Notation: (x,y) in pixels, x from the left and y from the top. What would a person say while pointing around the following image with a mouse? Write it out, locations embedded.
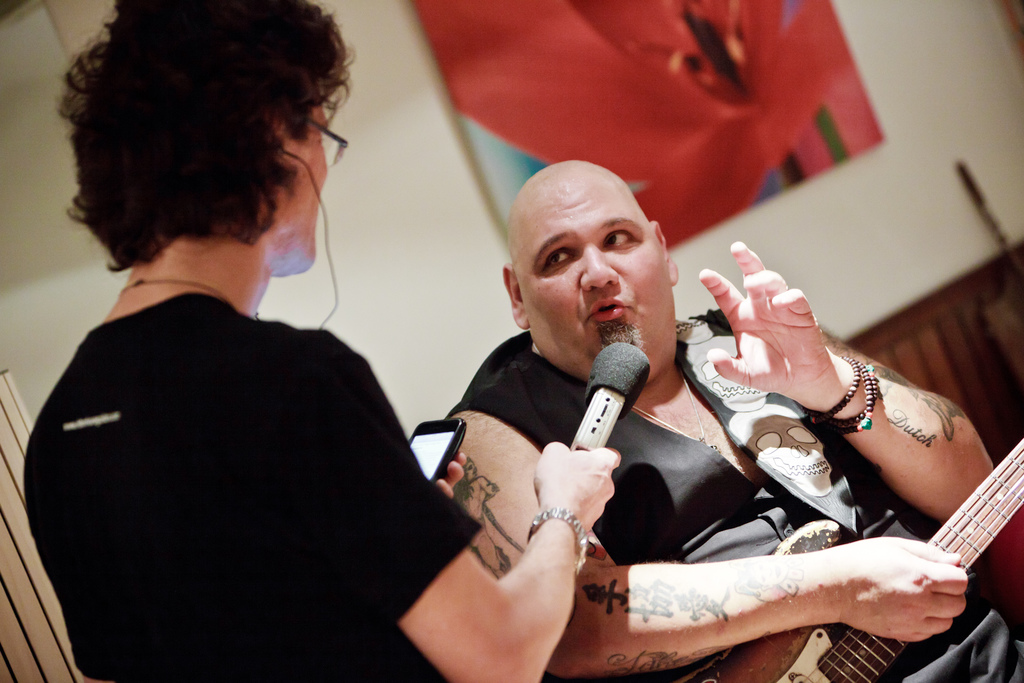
A person (265,201) wearing specs (340,153) holding mobile (424,447) and mic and a bracelet (557,519) is standing. And a person (741,502) is sitting, talking and holding a guitar (855,650). In the background (627,172) there is a wall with a photo frame (726,98).
